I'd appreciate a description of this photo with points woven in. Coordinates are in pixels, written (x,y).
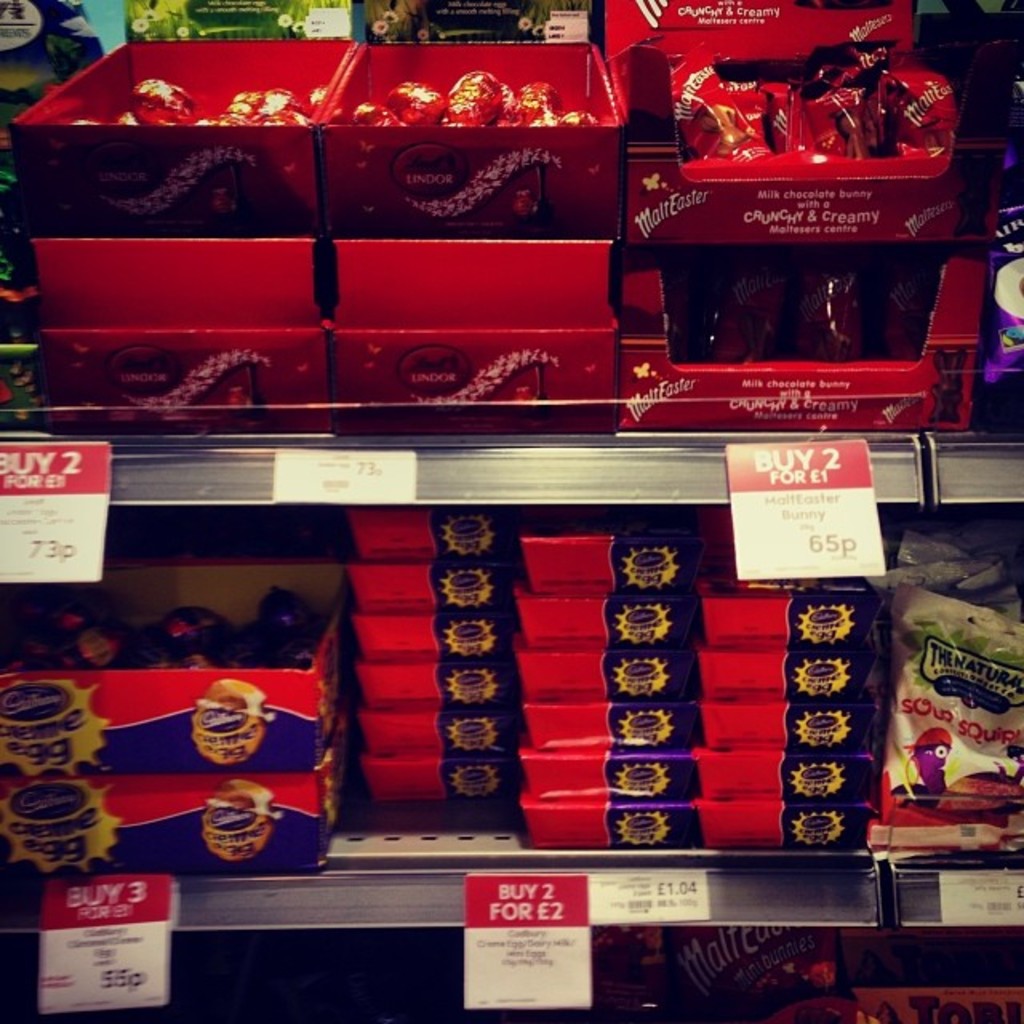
In this image in the front (307,447) there are boxes (392,408) with some text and images (101,854) on it and there are papers (65,514) with some text (848,534) written on it and the boxes (547,296) are in the shelves (875,487).
